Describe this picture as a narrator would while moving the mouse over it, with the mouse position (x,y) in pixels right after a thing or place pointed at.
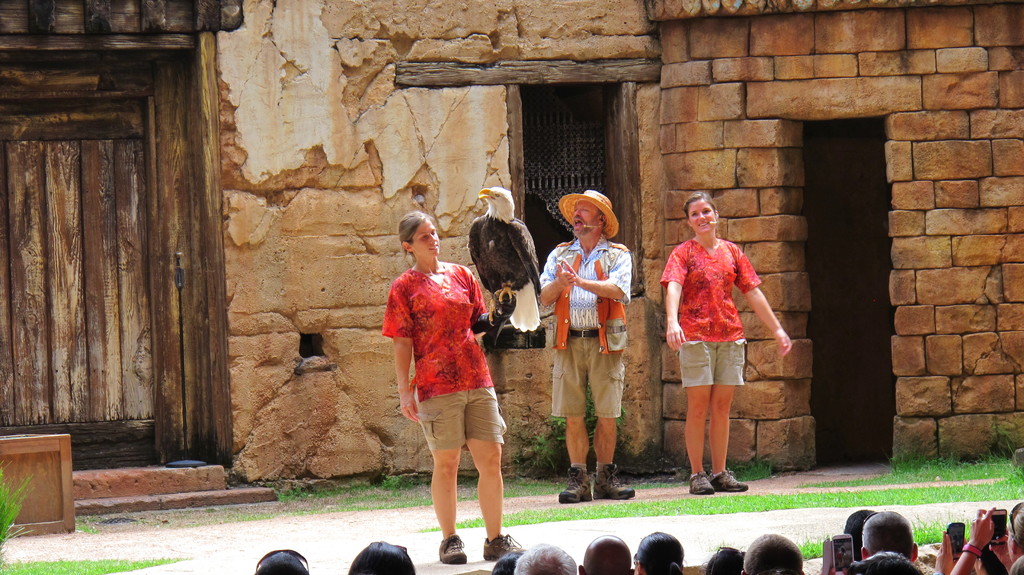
In this picture we can see there are three people (433,312) and a person (461,393) is holding an eagle (479,260). In front of the people (448,320) there are groups of people (786,538) and some people (865,541) holding the mobiles (958,543). Behind the people (443,337) there is a wall (316,162) with a wooden door (86,231) and a window (595,161).
